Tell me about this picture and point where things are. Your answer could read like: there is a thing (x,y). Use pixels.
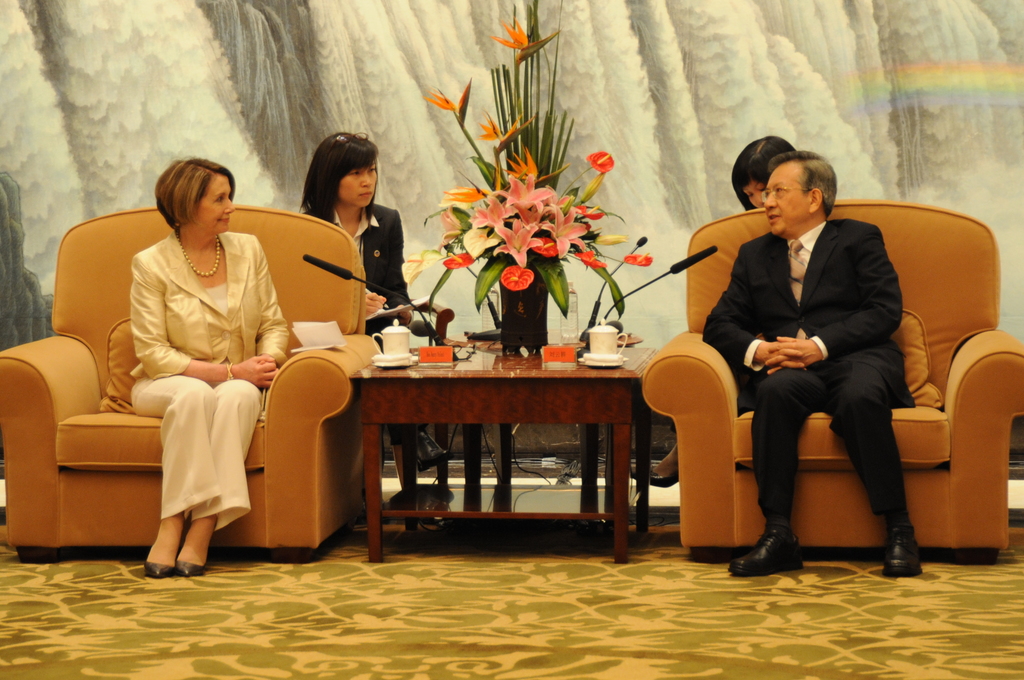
In this image i can see a woman (264,318) and a man (746,339) sitting on a couches (293,374). I can see a table (552,406) in between them and on a table (408,370) there are two cups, a flower bouquet (558,246) and microphones (473,339). In the background (371,223) i can see 2 persons (754,163) sitting behind them and a scenery (719,110) of water fall (280,84).
